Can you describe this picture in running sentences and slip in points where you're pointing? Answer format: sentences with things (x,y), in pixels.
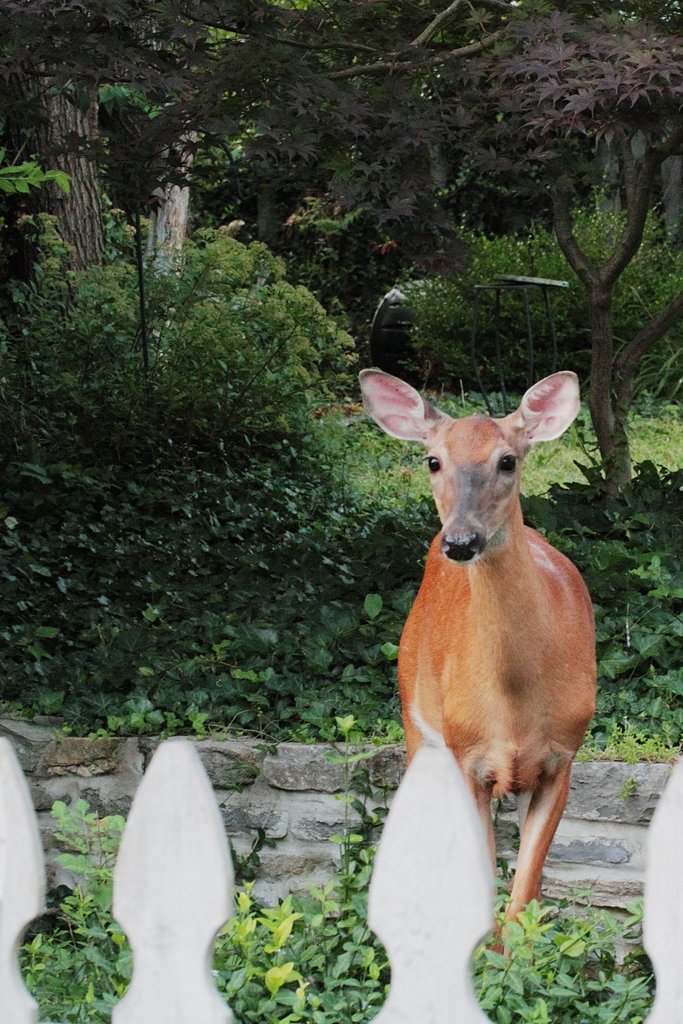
In the foreground of this image (505,539), there is a deer (492,754), plants (527,924) and a railing (155,891). In the background (90,381), there are trees (460,187) and the plants (461,306).
